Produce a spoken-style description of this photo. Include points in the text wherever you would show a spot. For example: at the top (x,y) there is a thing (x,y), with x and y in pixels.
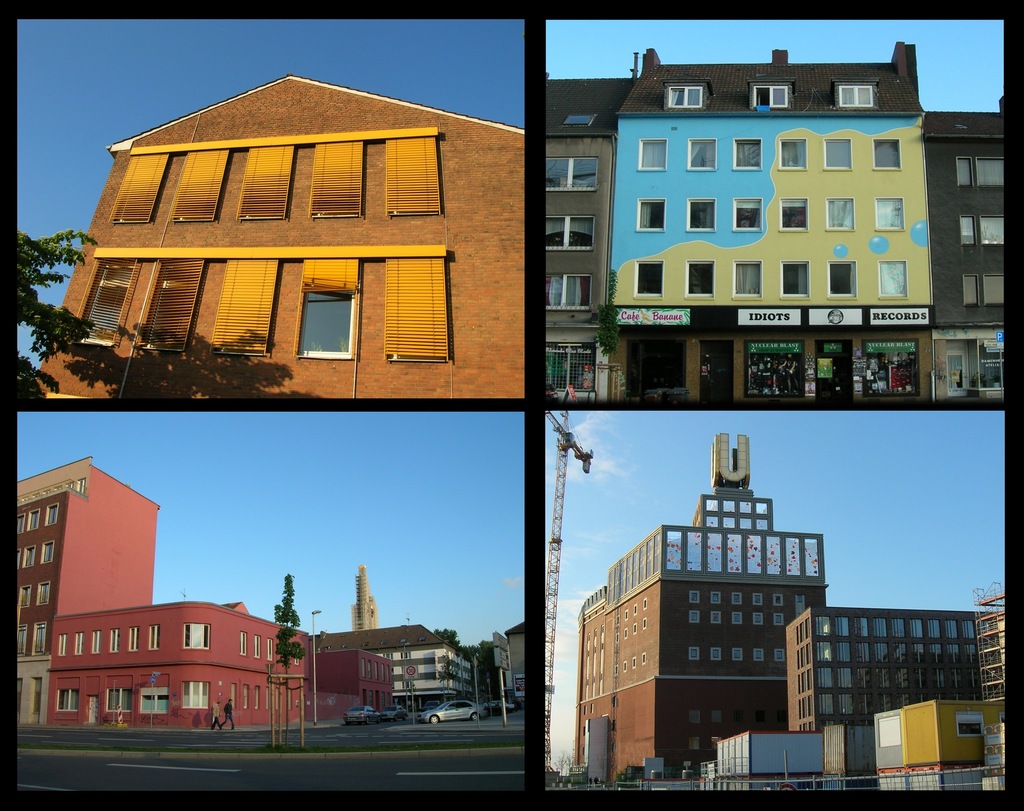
In this image we can see a collage of four pictures in which group of buildings (761,380) with windows (845,680) on them and group of vehicles (367,719) parked on the road (361,764) and two persons (217,716) is walking on the path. IN the background (195,521), we can see a group of trees (292,625) and sky (352,492).
